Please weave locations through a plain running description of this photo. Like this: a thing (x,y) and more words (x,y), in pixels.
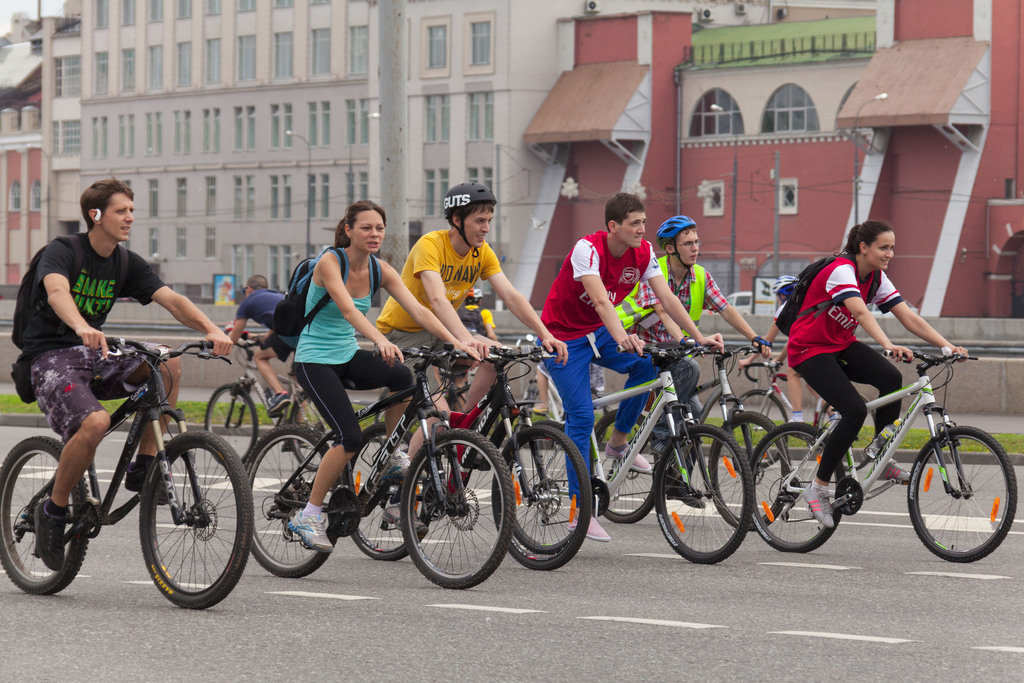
There is a group of people (587,321). They are riding a bicycle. They are wearing a shoes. Some persons (108,220) are wearing a bag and helmet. We can see in the background (137,85) buildings (500,159), wall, window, grass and road (818,564).
